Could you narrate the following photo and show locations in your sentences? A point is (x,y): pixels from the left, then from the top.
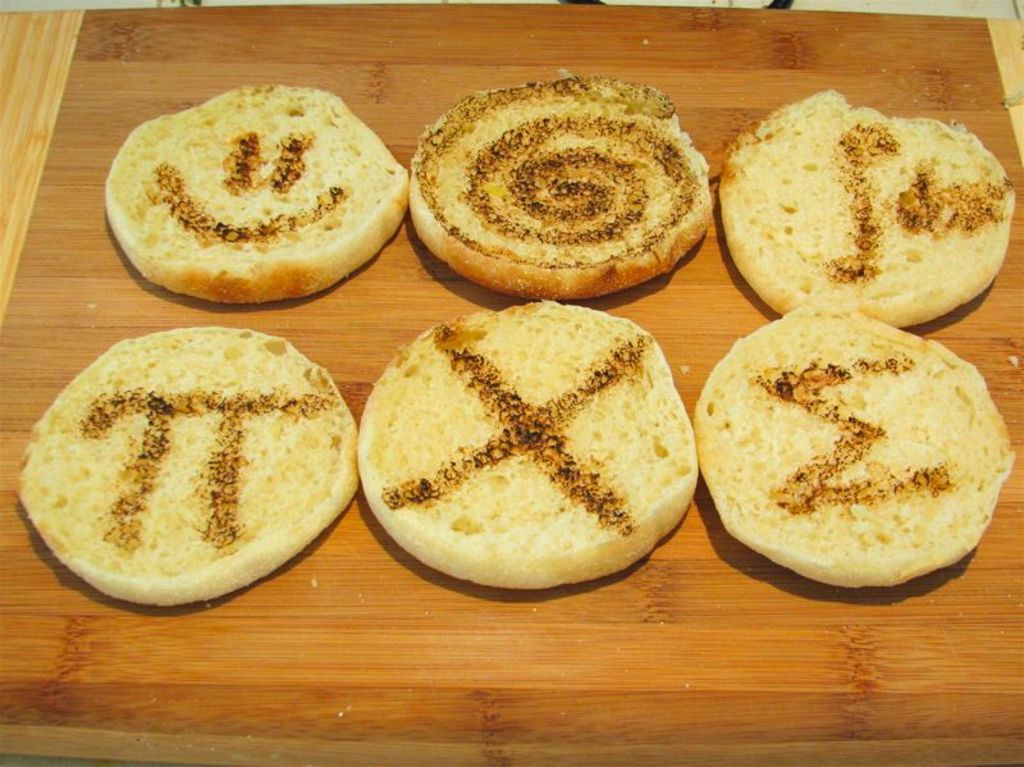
In this image we can see food (902,250) placed on the surface (988,624).
